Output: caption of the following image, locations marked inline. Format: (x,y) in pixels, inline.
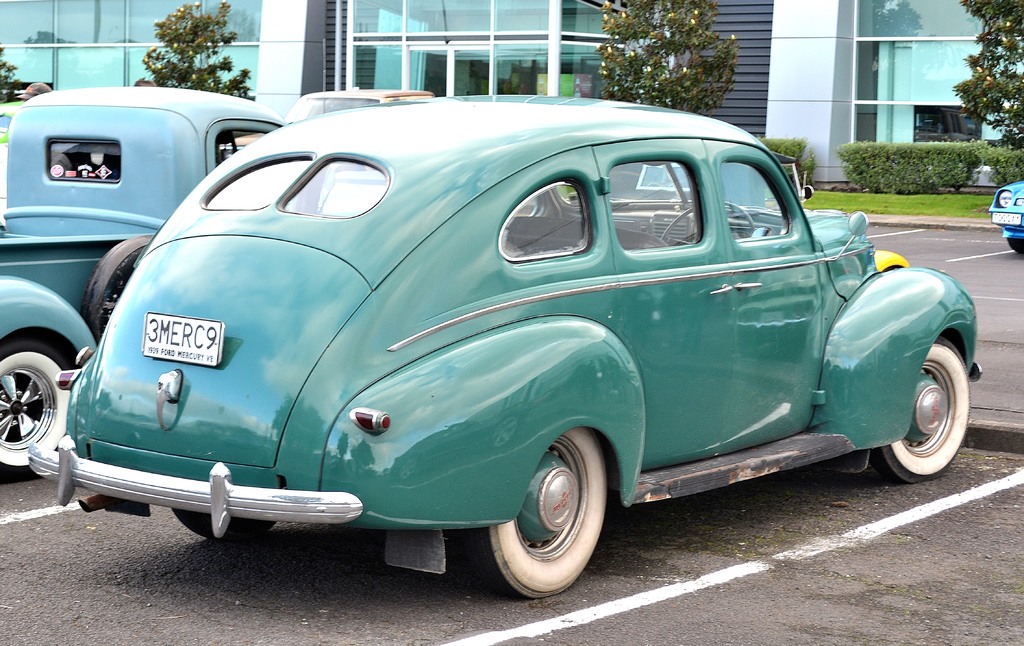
In this image we can see some vehicles (634,210), road (1008,360) and other objects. In the background of the image (473,77) there are some buildings (479,10), plants (875,188), grass (830,198), trees (209,76) and other objects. At the bottom of the image (596,582) there is the road (427,637).
